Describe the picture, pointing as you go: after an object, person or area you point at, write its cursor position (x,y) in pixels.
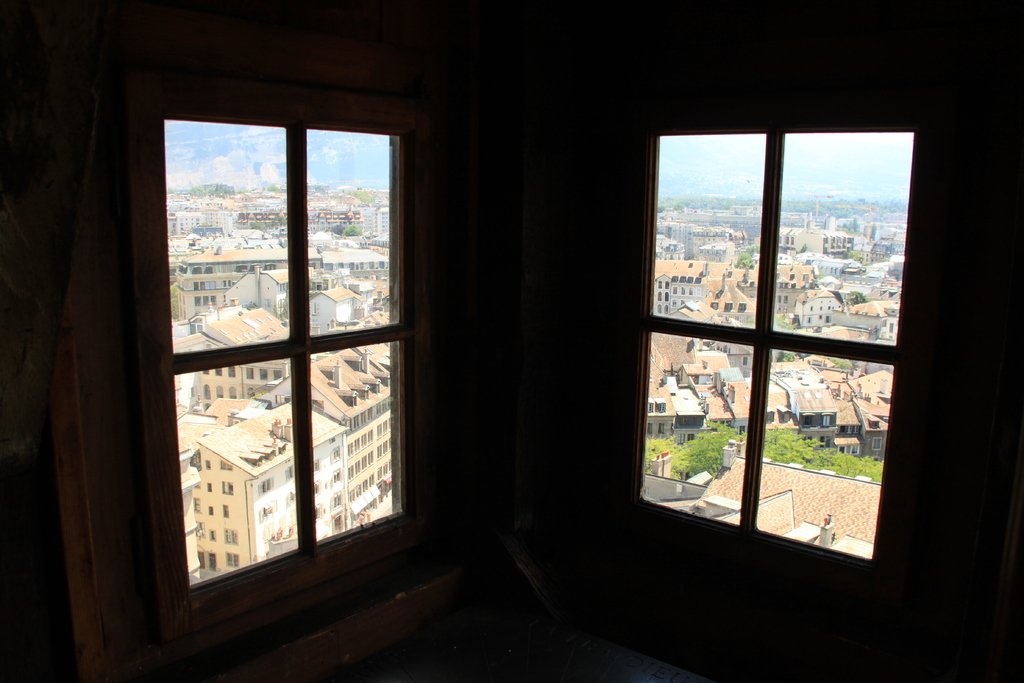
In this image I can see windows (424,372), buildings (315,320), trees (789,445) and the sky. This image is taken may be in a building (567,544).
